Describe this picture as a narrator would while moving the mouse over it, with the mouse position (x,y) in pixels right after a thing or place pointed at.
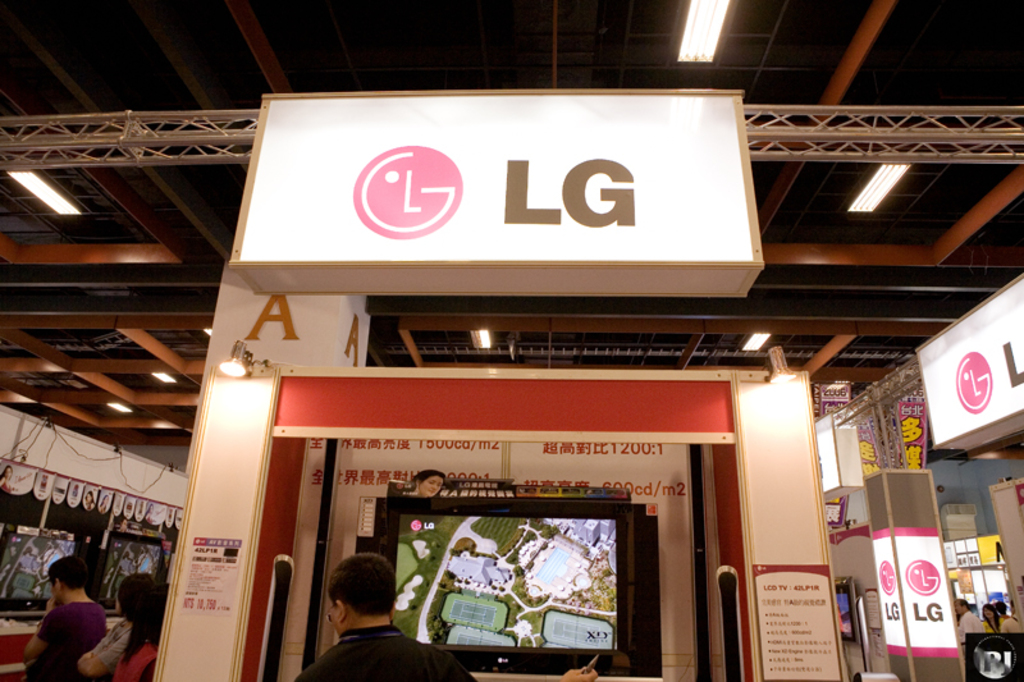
In this picture we can see people (374,660) and screens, here we can see name boards (888,614), posters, lights (785,374), rods (60,309) and some objects (862,645).
